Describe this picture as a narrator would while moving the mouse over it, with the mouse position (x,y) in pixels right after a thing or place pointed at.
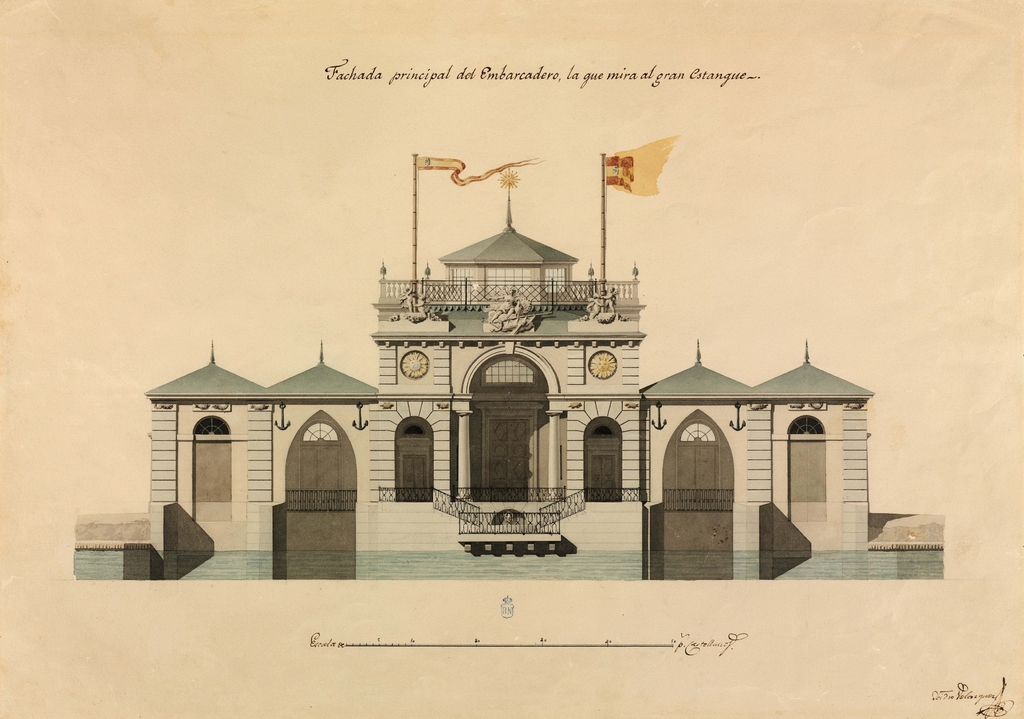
In this image there is a paper (758,174) and we can see a picture (344,443) of a building (493,446) printed on the paper (607,531). There is text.
